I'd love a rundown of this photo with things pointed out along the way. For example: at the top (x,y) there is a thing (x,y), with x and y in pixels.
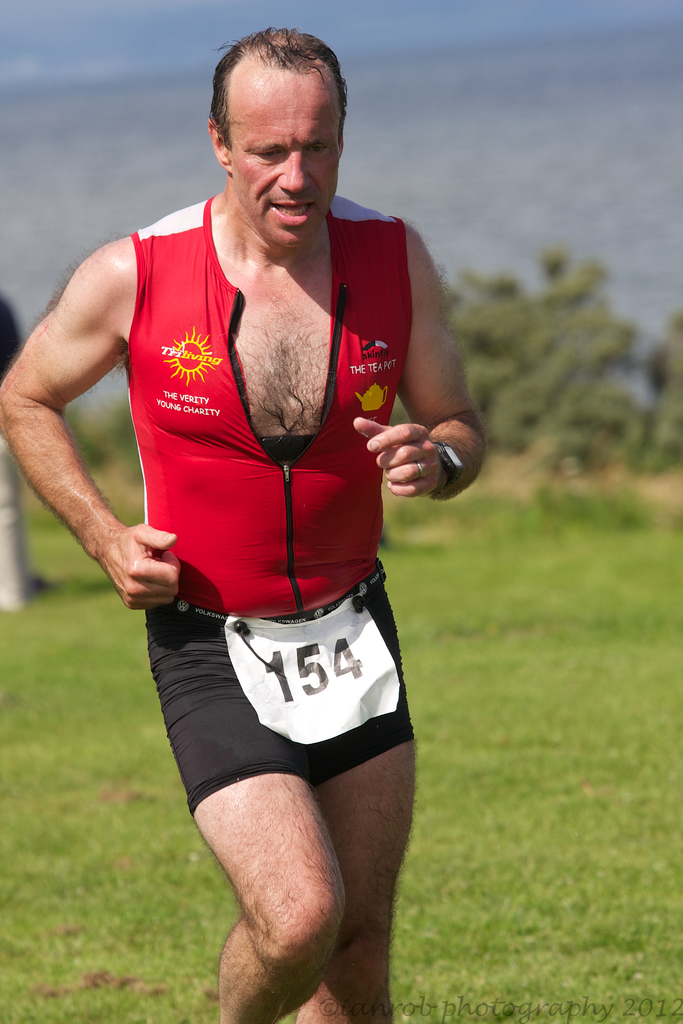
In the picture I can see a person (258,342) wearing red and black color dress (287,606) running and in the background of the picture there are some trees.
